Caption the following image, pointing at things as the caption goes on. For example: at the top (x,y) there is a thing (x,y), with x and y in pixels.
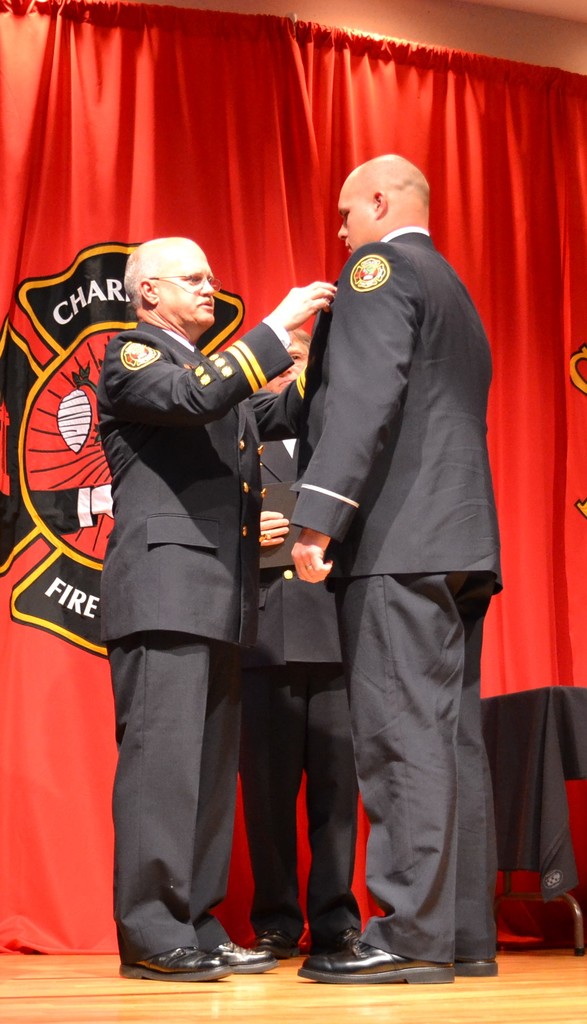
In this picture there is a person (235,953) standing and holding the suit (385,278) and there is another person (333,332) standing. At the back (294,328) there is a person (348,923) standing and holding the object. At the back (517,470) there is a curtain (517,470) and there is text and there is a table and the table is covered with black color cloth (521,760). At the bottom (376,1005) there is a floor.
